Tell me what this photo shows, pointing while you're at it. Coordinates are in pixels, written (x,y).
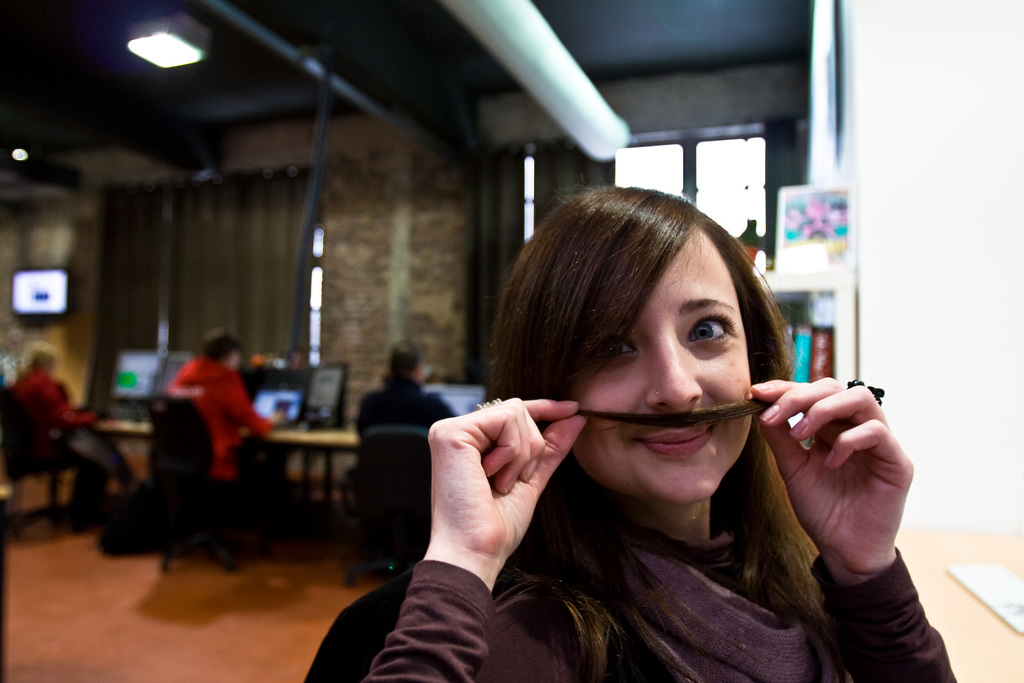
In this image there is a woman (488,613) sitting on the chair (342,669). Left side (46,428) few people (54,407) are sitting on the chair (162,425). Before them there is a table (274,434) having monitors (144,393) and laptops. Background there is a wall (1,237) having a window (720,197). A light (134,52) is attached to the roof (380,70).
